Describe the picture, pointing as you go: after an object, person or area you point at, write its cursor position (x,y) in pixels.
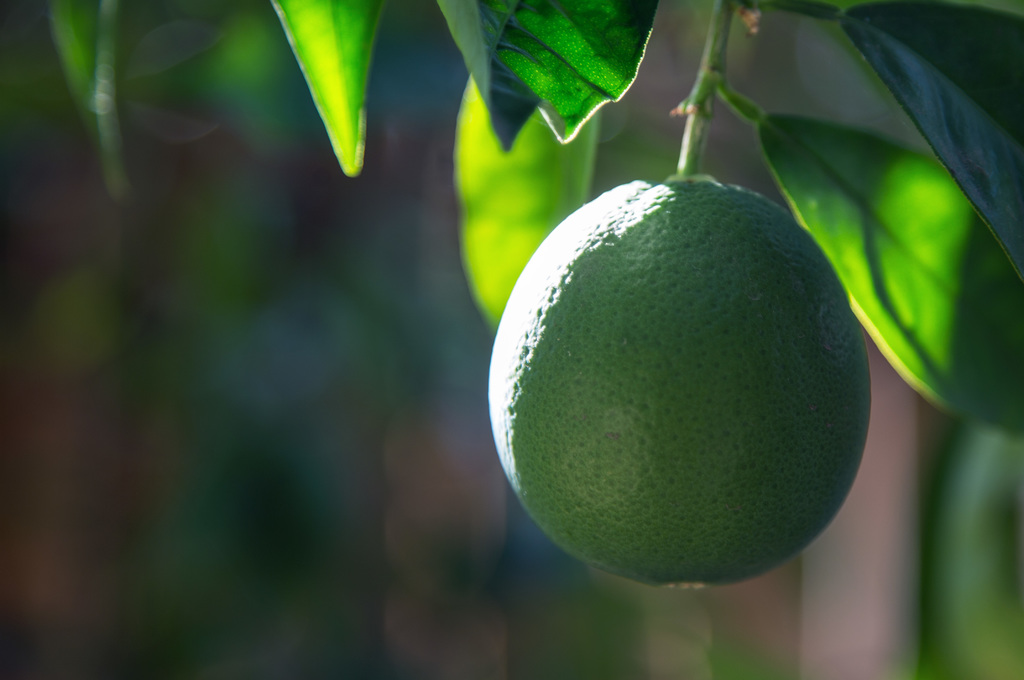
In this picture, we see the tree (525,63) which has fruit (836,367) and it looks like a lemon (589,340). It is green in color. In the background (328,275), it is green in color. This picture is blurred in the background (460,442).
